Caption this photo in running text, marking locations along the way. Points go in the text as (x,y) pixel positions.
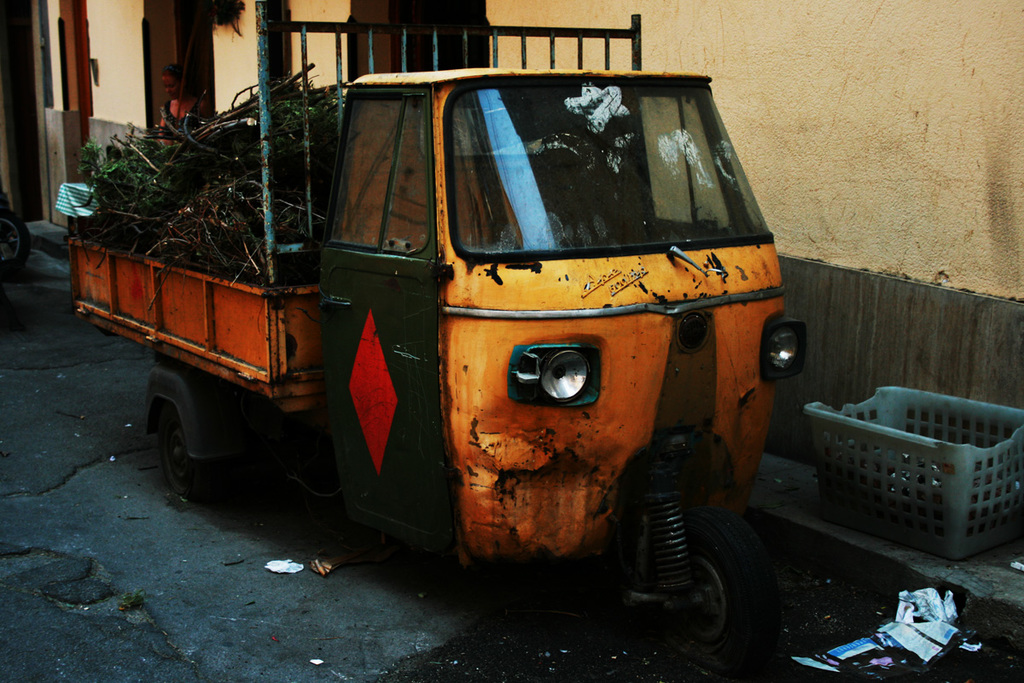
In the foreground (324,314) I can see a basket (876,492) on the pavement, metal rods (265,196) and some objects (257,220) in a auto rickshaw (335,293). In the background (899,137) I can see buildings (887,133), doors (181,60) and so on. This image is taken may be on the road (262,598).
